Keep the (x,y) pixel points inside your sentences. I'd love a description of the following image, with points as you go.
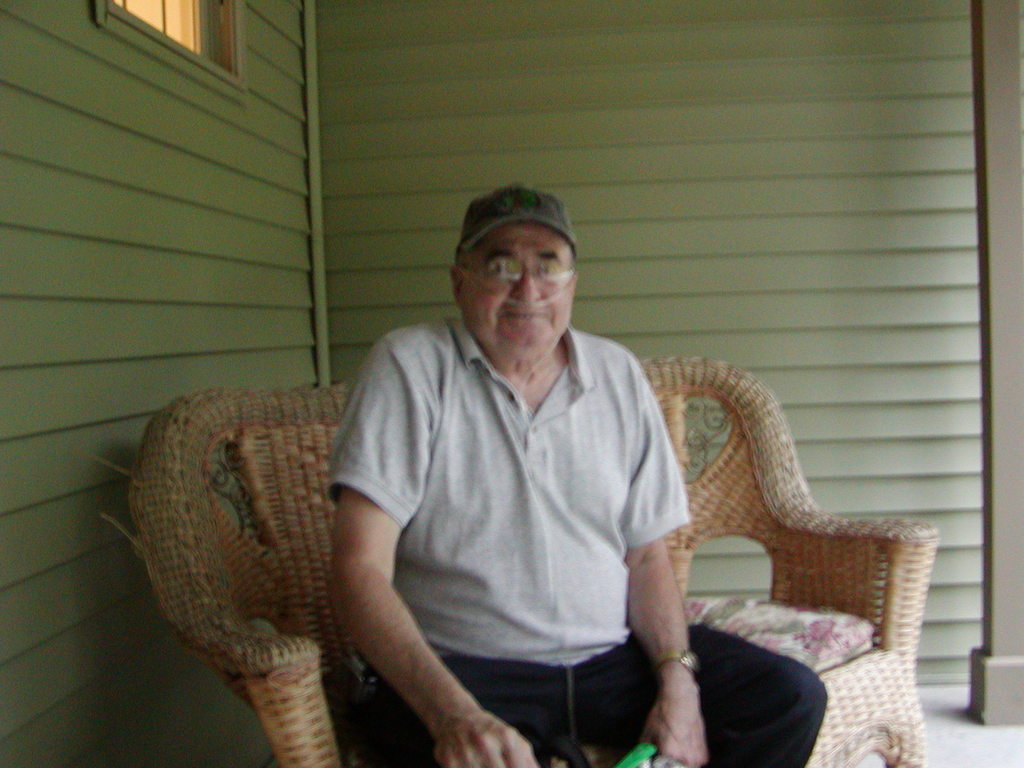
In this image in front (531,651) there is a person (658,481) sitting on the couch (837,605). Behind him there is a wall (395,185). There is a window (199,24). At the bottom of the image (968,752) there is a floor (980,746).
